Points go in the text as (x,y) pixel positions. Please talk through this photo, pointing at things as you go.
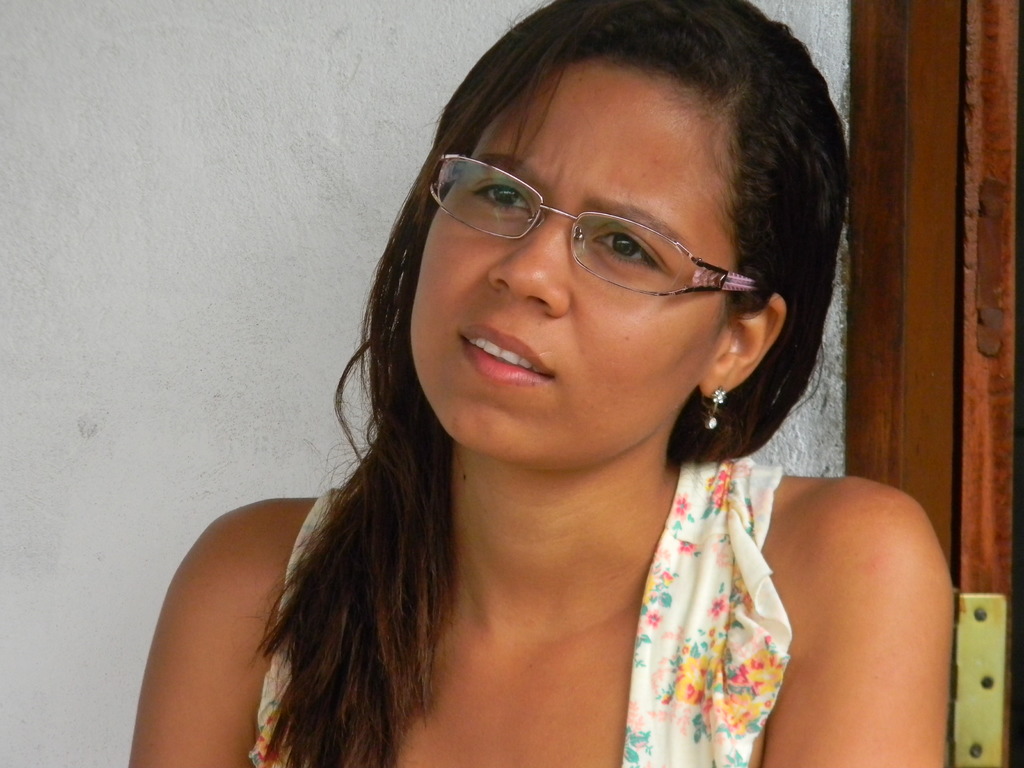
In this image in the foreground (273,688) there is one woman (458,522) who is wearing spectacles (670,241), and in the background (157,556) there is a wall (832,453) and on the right side (887,148) there is a door (956,570).
